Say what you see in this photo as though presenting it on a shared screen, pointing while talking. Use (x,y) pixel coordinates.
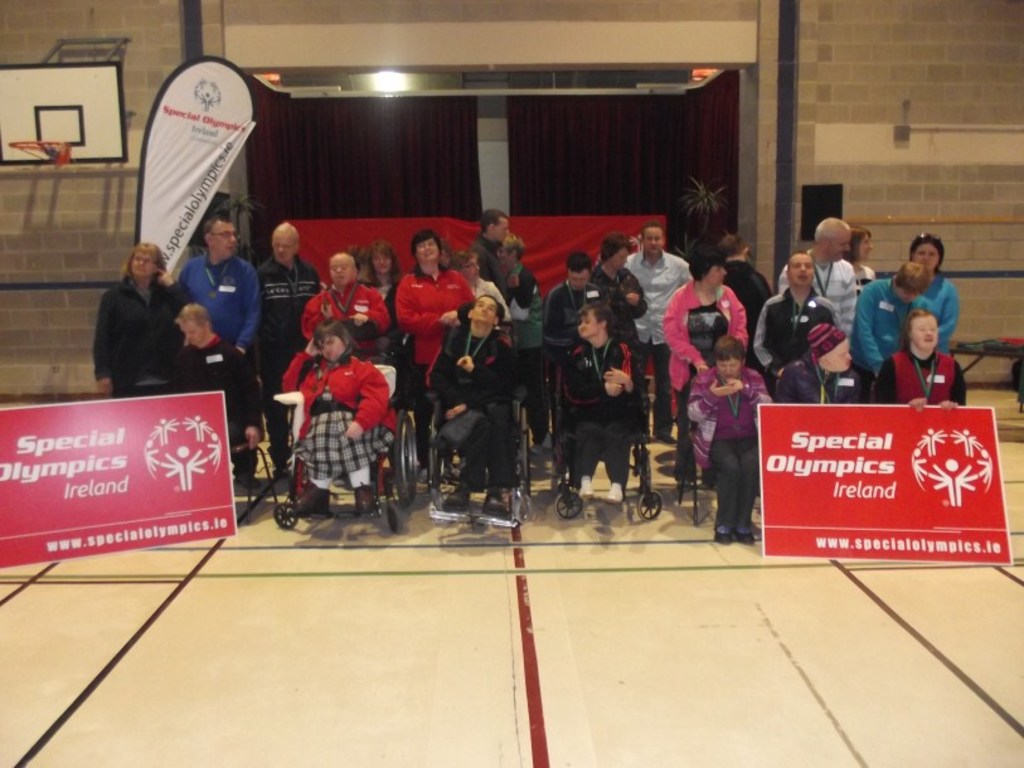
In this image we can see people (297,328) sitting in the wheelchairs (292,489) and some of them are standing. There are boards (109,484). In the background (637,157) we can see curtains (543,156), light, hoop (45,155) and a wall (754,135).
